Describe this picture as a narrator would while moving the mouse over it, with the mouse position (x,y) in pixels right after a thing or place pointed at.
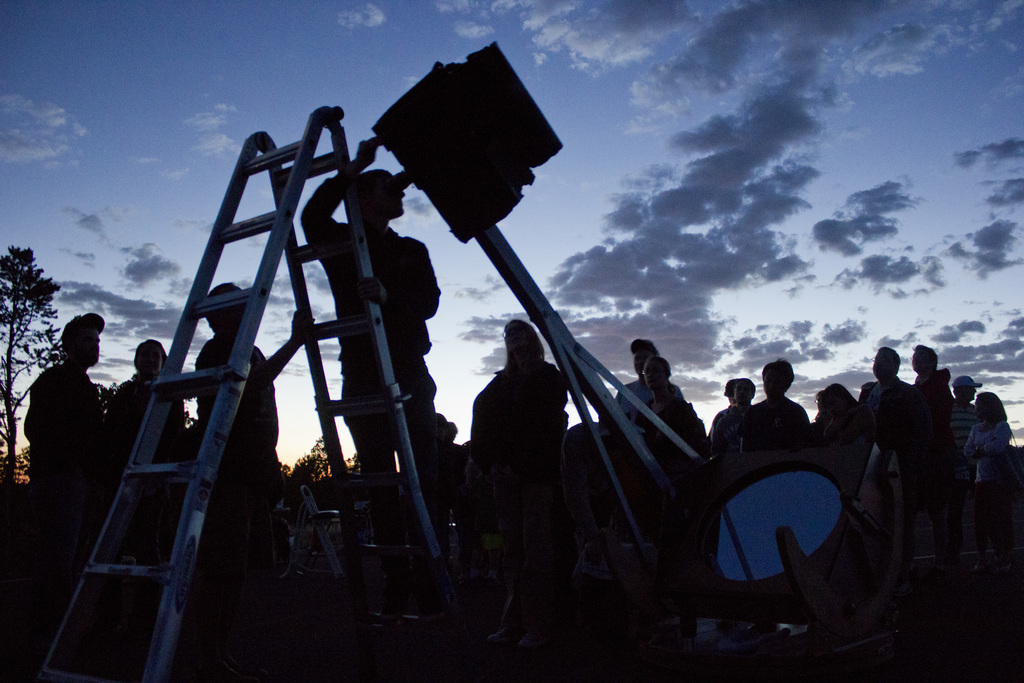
In this image we can see people (507,431). There is a ladder (229,233). In the background of the image (89,144) there is sky (433,247), trees (352,465).
